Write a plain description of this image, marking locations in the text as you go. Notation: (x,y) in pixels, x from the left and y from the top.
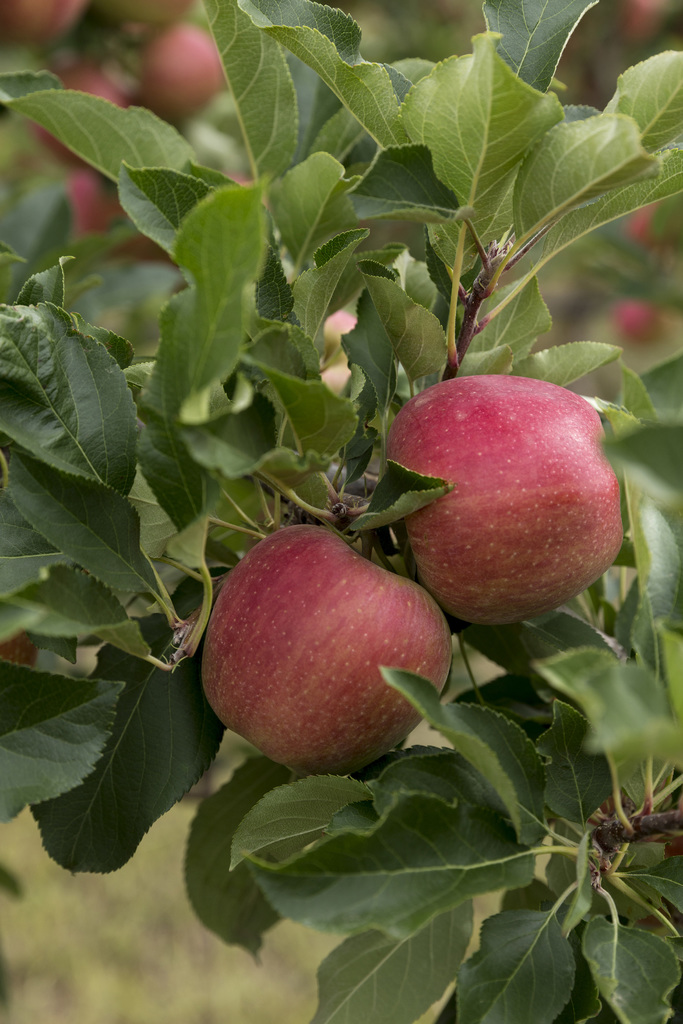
In this image I can see few apples (490,446) and few green color leaves (373,141). Background (64,28) is blurred.
